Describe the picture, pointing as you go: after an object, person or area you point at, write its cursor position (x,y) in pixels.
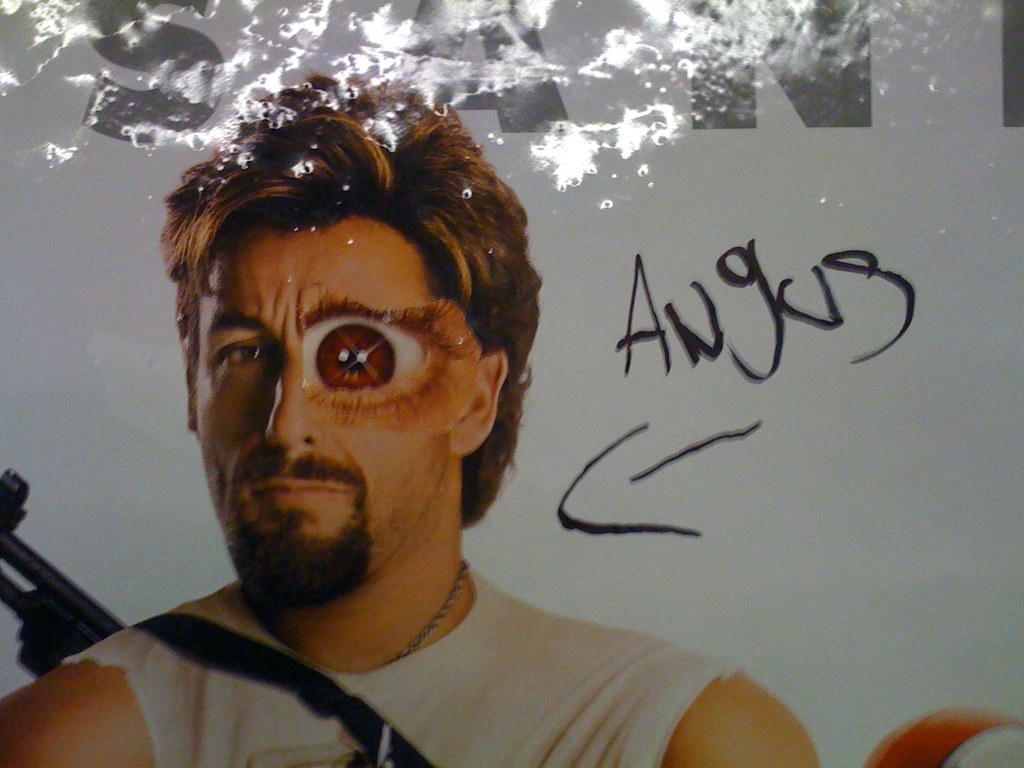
This is an edited image. In this image we can see a man (432,662) wearing a gun (242,657). We can also see some text (691,281) on this image.
